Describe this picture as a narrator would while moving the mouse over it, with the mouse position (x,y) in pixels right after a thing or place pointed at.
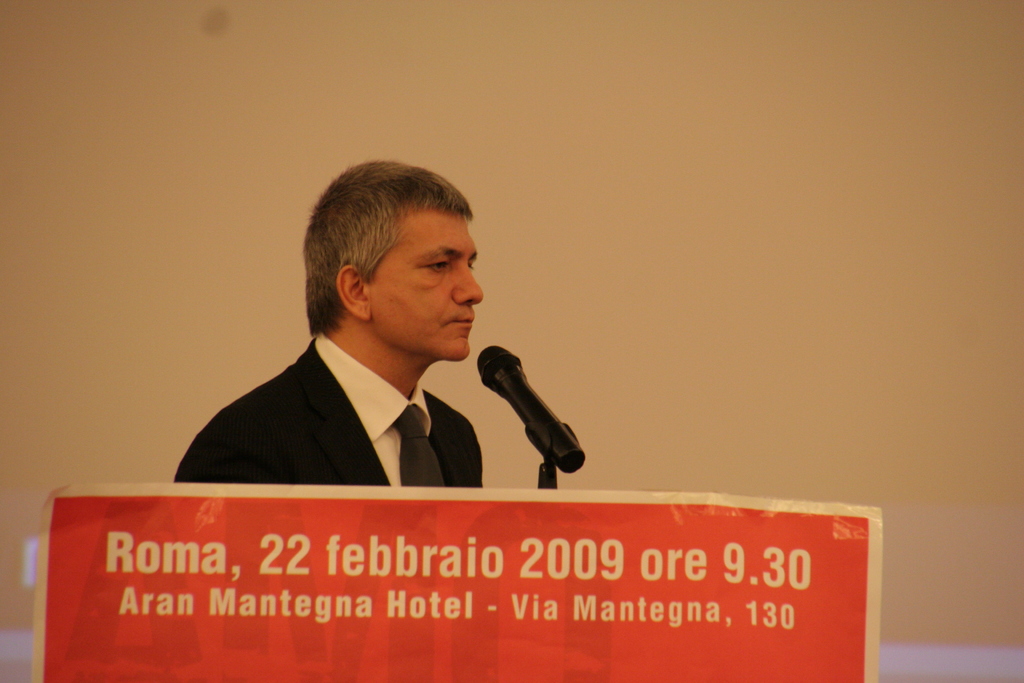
In the background (330,101) we can see the wall (330,101) painted with the cream paint (964,231). In this picture we can see a man (417,363) wearing a tie (416,421), shirt (392,430), blazer (338,440). We can see a microphone (551,418). At the bottom portion of the picture (807,589) we can see a poster (574,524) with some information (328,601).
